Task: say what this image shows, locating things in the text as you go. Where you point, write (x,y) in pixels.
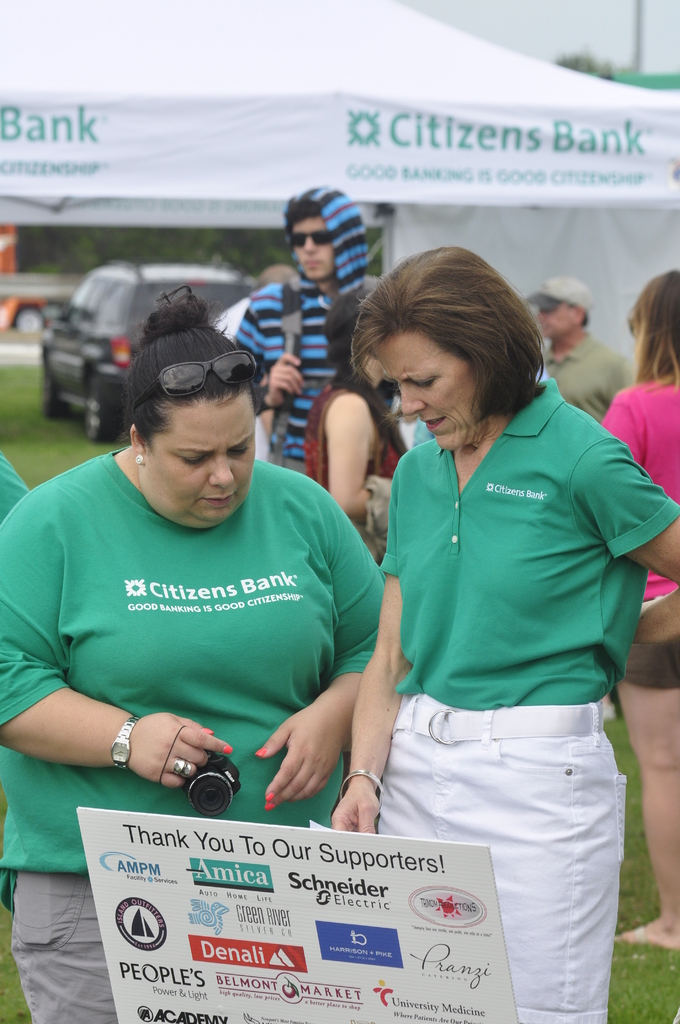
In this picture we can see few persons (671,854). There is a woman (305,711) holding a camera (220,768). Here we can see a hoarding (303,995), grass (12,428), car (219,295), and a tent (633,150). In the background (534,18) we can see sky (526,21).
